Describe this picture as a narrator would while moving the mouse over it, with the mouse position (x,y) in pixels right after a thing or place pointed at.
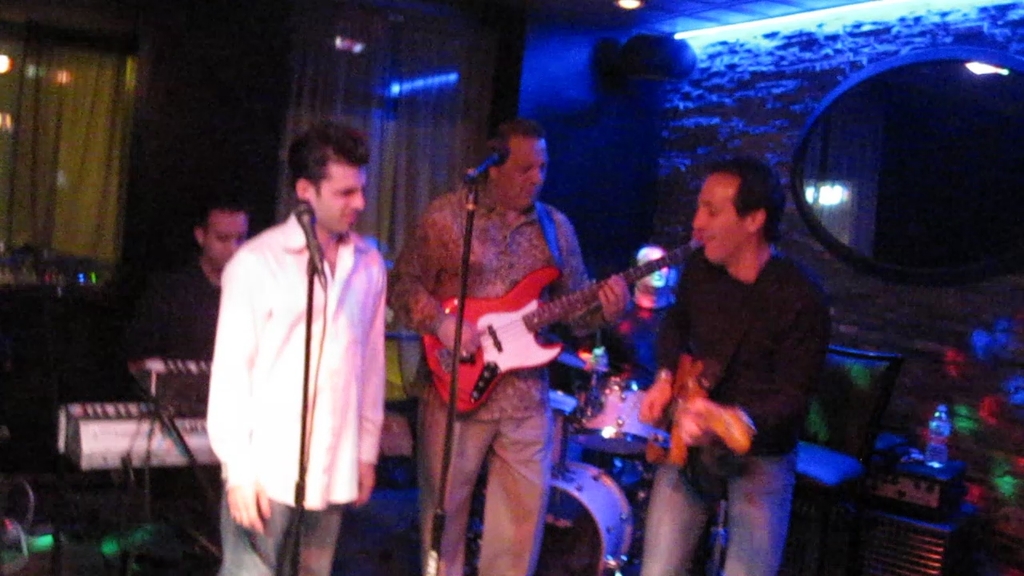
In this image there are four person (409,312) playing a musical instrument (488,317). There is a mic (478,176) and a stand (474,202).
